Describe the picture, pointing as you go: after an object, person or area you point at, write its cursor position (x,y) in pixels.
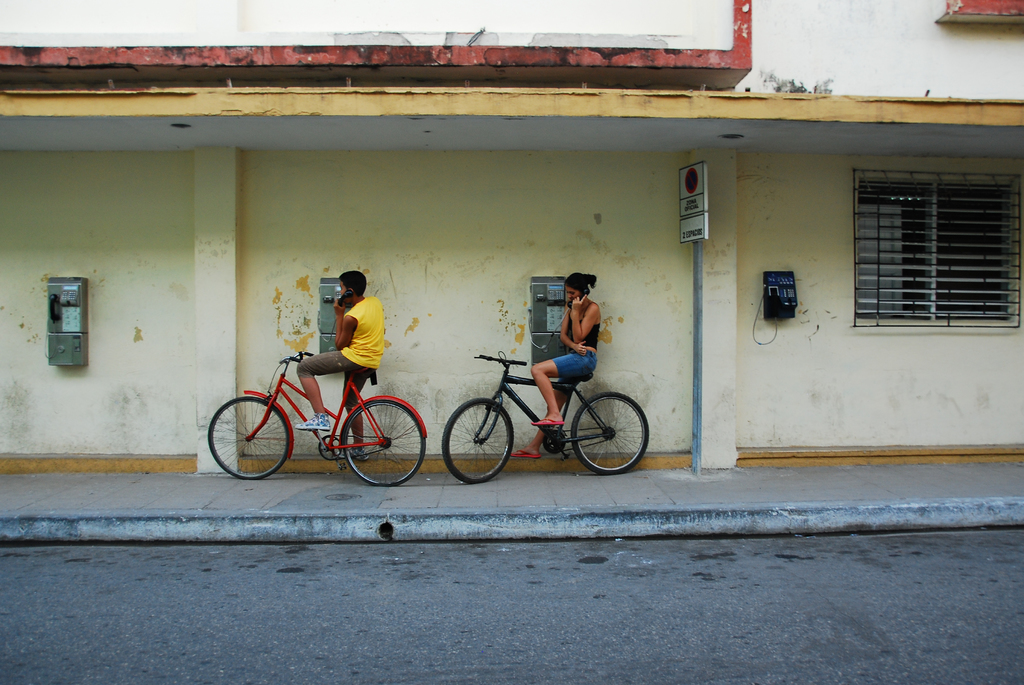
In this image we can see a building (796,116) and it is having a window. There are few telephones (781,290) on the wall (758,295) of the building (906,266). There are few persons (576,318) and bicycles (360,371) in the image. There is a footpath (618,527) in the image. There is a road (626,619) at the bottom of the image (626,619).
